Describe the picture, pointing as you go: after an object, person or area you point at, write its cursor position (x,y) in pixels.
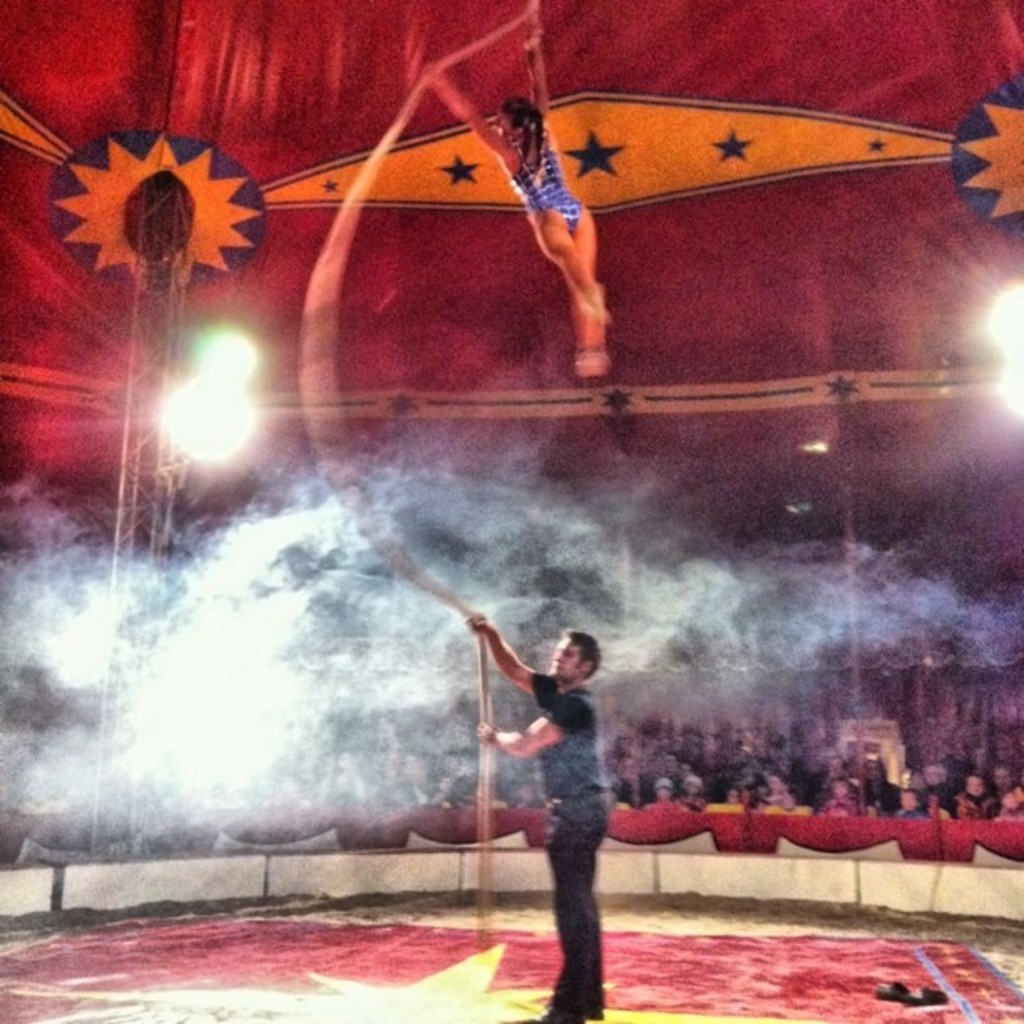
In this picture we can see a man (585,812) standing here, there is a girl (567,205) performing here, in the background (866,778) there are some people (807,789), we can see lights (211,368) here.
